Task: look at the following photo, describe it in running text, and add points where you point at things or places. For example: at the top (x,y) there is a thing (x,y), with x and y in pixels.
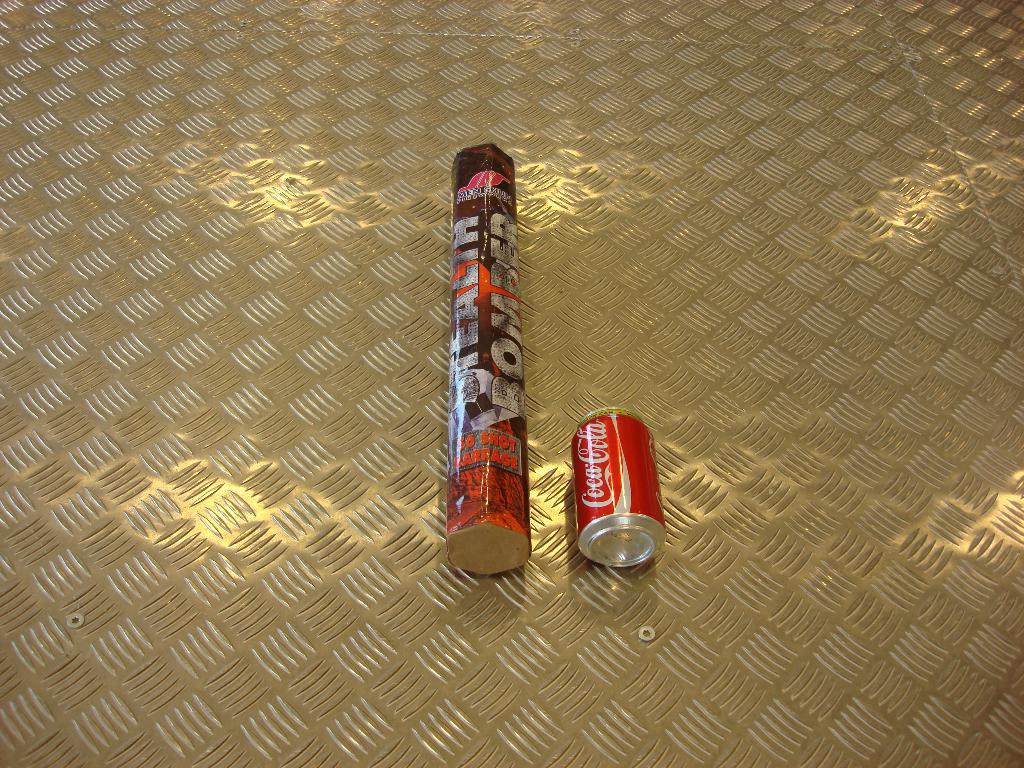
In this picture there is a coke tin (600,449) and a bomber (486,410) kept on the floor (326,466) which is metallic, we also observed the floor (276,206) is in designed manner which has 5 stripes (335,348) along each side.
